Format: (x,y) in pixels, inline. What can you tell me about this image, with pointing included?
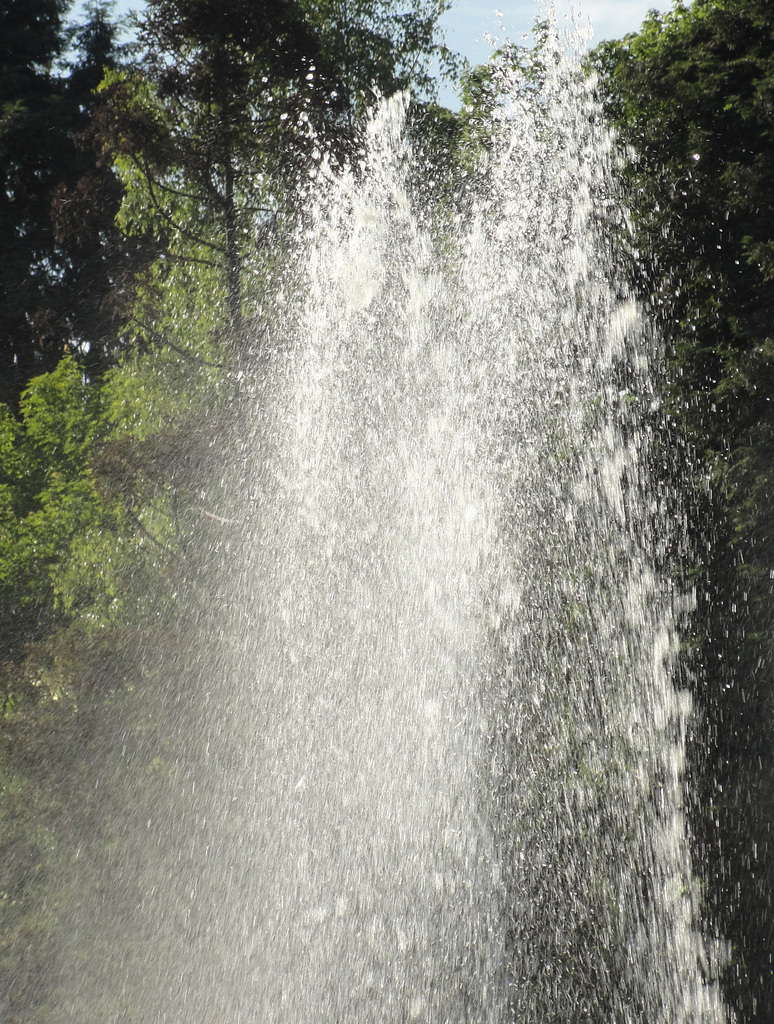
In the foreground of the picture (648,591) there is water (391,347). In the background (182,162) there are trees (192,211). It is sunny.
